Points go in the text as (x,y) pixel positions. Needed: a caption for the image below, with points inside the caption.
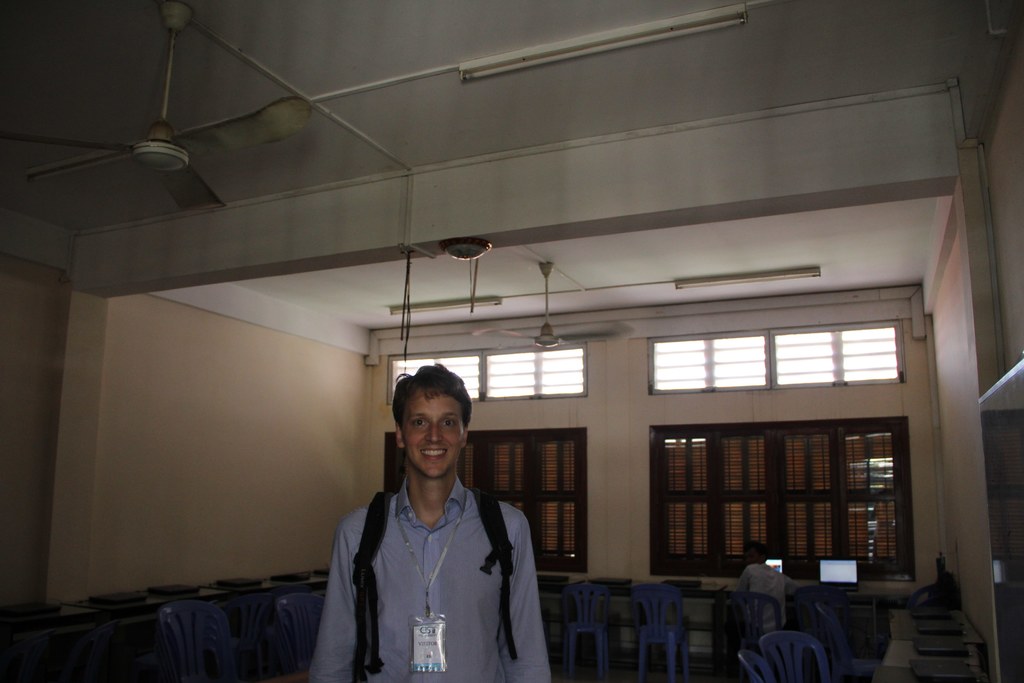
In this picture, we can see a few people (453,534), and we can see a person (439,543) is standing, and we can see some objects (191,643) like tables (890,654), and chairs (224,678), and we can see some objects (831,574) like systems (847,568), and we can see the wall (620,451) with windows (691,359), and we can see the roof (697,243) with lights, fans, and some objects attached to the roof (709,234).
